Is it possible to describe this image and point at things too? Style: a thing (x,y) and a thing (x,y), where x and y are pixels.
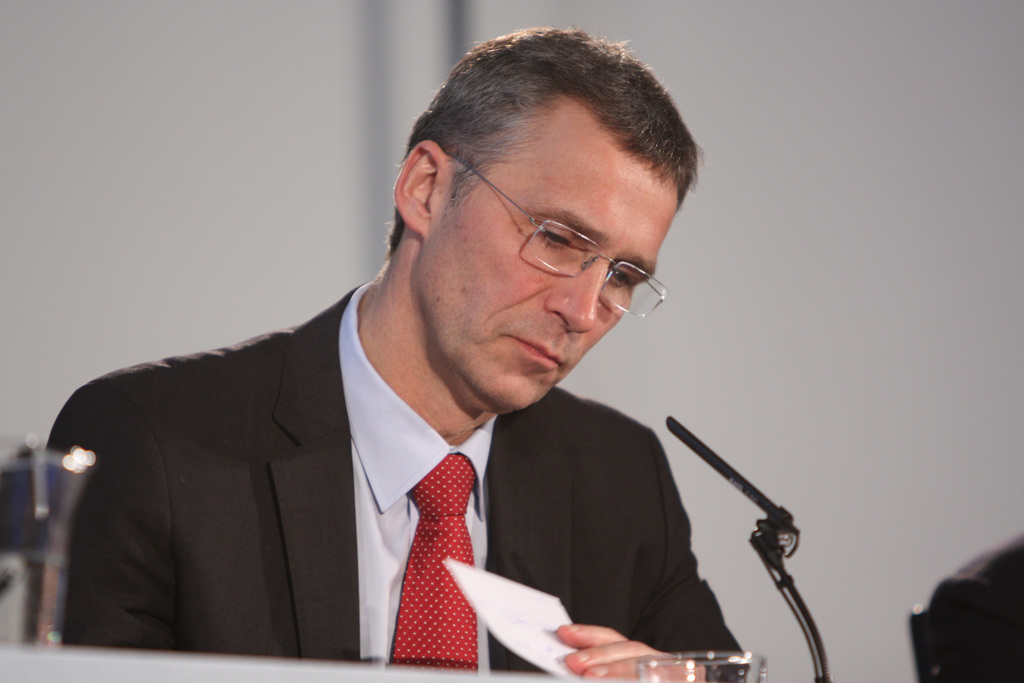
In this image I can see the person (290,441) with black blazer (309,532), white shirt (396,467) and red color tie (442,563). There is a mic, paper (485,605) and glass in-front of the person (600,564). In the background (857,263) I can see the white wall (703,315).
